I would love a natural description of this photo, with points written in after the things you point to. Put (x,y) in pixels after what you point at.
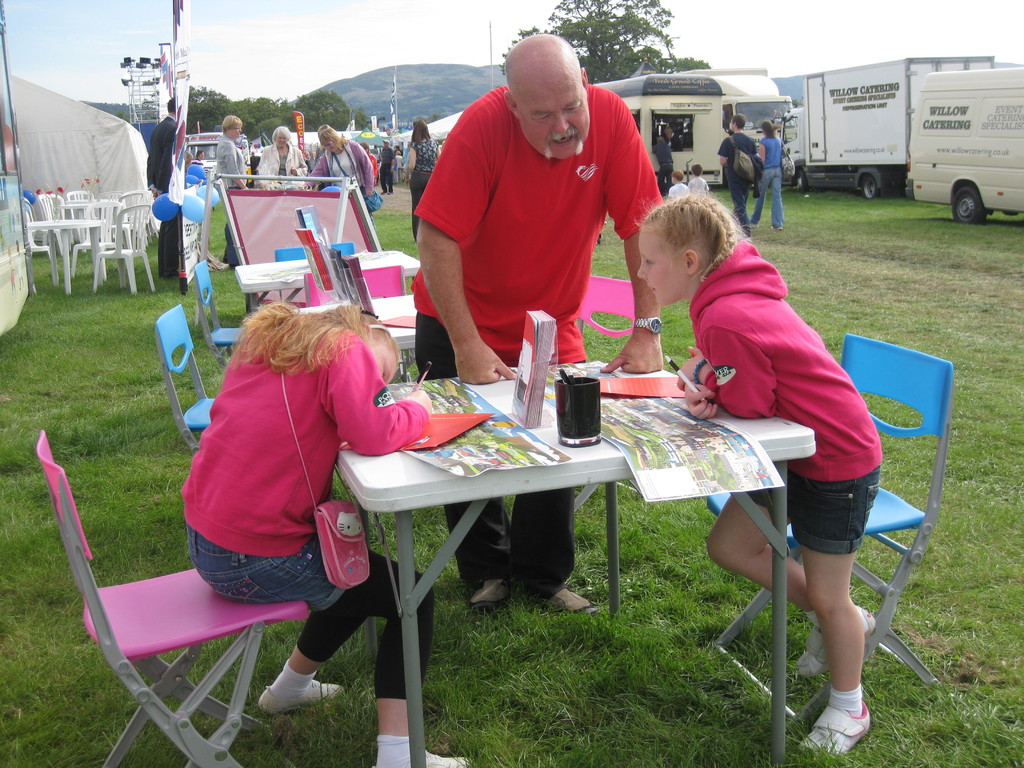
there are tables (600,454) and chairs (184,627) on the grass (577,665). 2 people (273,501) are sitting on the chairs (898,427). in front of them there is a table (549,382) on which there are books (540,424), papers (543,446). the girls (735,401) are wearing pink t shirts (329,431). in front of them a person (542,288) is standing wearing a red t shirt (555,218). behind them there are people (319,145) walking. at the back (642,115) there are vehicles (909,113) at the right (991,123) and at the left (181,68) there are banners (182,34). at the back (595,34) there are trees (245,105).
